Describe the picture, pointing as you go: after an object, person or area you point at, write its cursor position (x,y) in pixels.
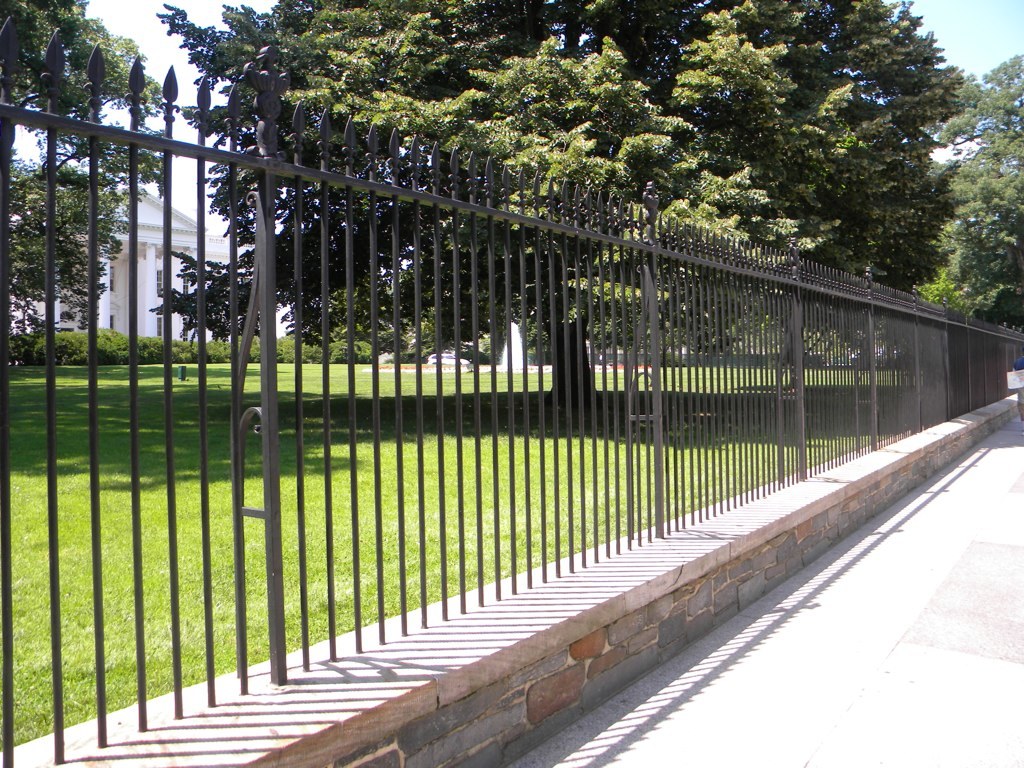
In this image we can see fence (926,398) on a platform (622,660) and there is a footpath (951,746) on the right side (892,703). In the background (443,48) there are trees (647,76), plants (118,333) and grass (222,501) on the ground (318,505) and we can also see buildings (191,226), vehicles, fountain (513,370) and clouds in the sky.
